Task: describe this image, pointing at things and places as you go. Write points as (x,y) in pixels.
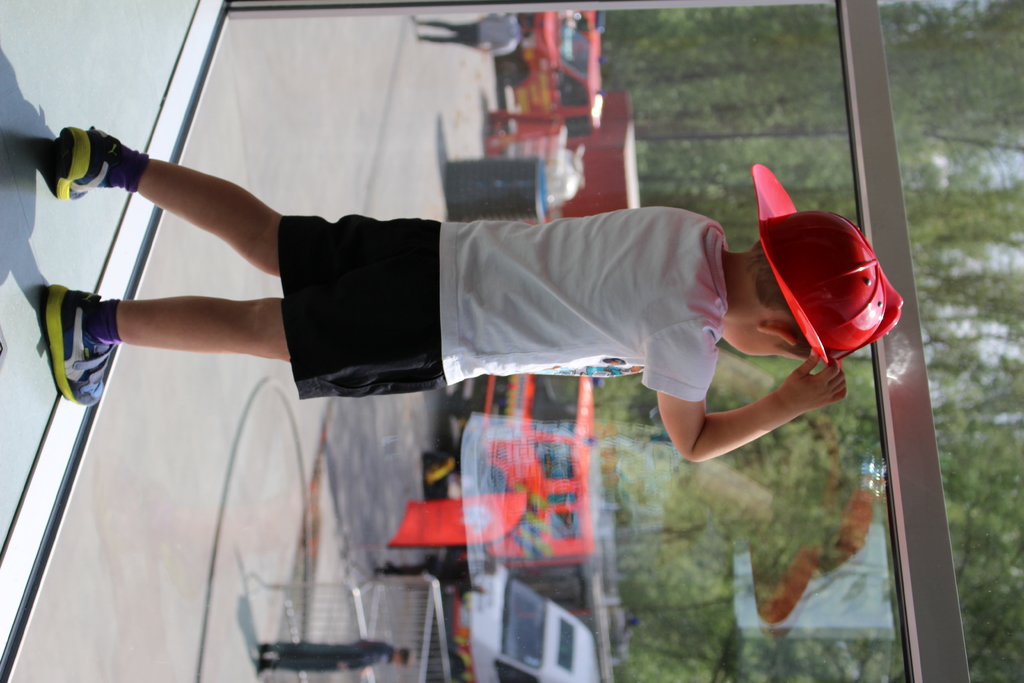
In this image I can see a boy (549,271) wearing white and black colored dress (522,283) and red color helmet (868,274) is standing. I can see the glass surface (519,414) through which I can see few trees (613,496), few vehicles (520,378), a person (488,25) and the sky (967,323).
